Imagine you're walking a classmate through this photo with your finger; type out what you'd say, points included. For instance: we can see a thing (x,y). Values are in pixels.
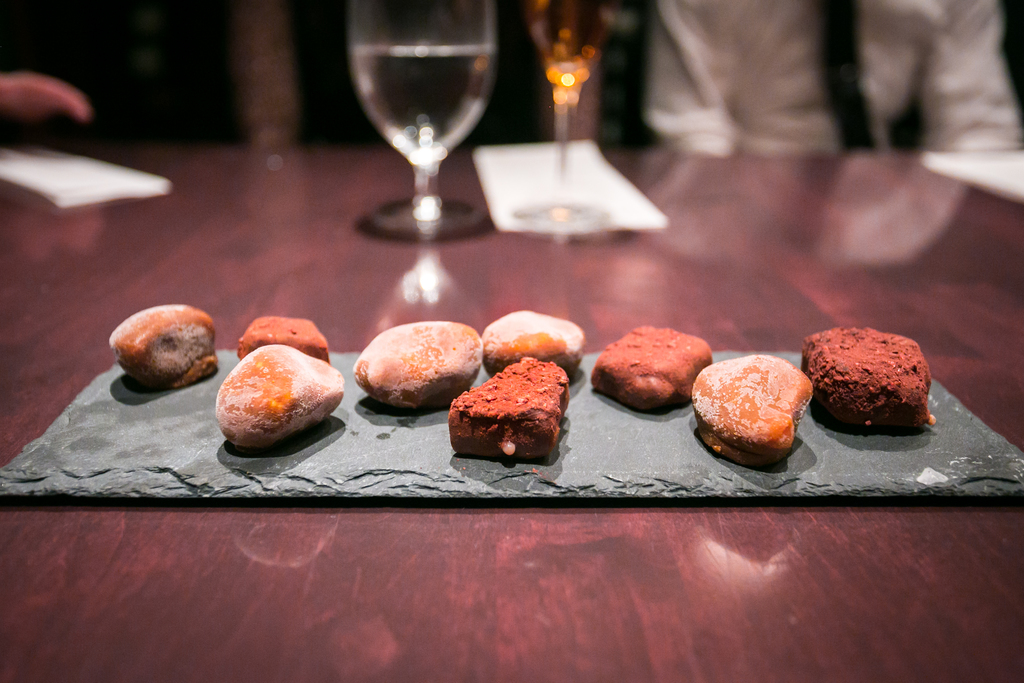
In this image we can see glasses (433,62) with liquid (591,17), tissue papers (548,195), and few objects (871,401) on the table (957,296). At the top of the image (806,128) we can see a person (834,138) who is truncated.
